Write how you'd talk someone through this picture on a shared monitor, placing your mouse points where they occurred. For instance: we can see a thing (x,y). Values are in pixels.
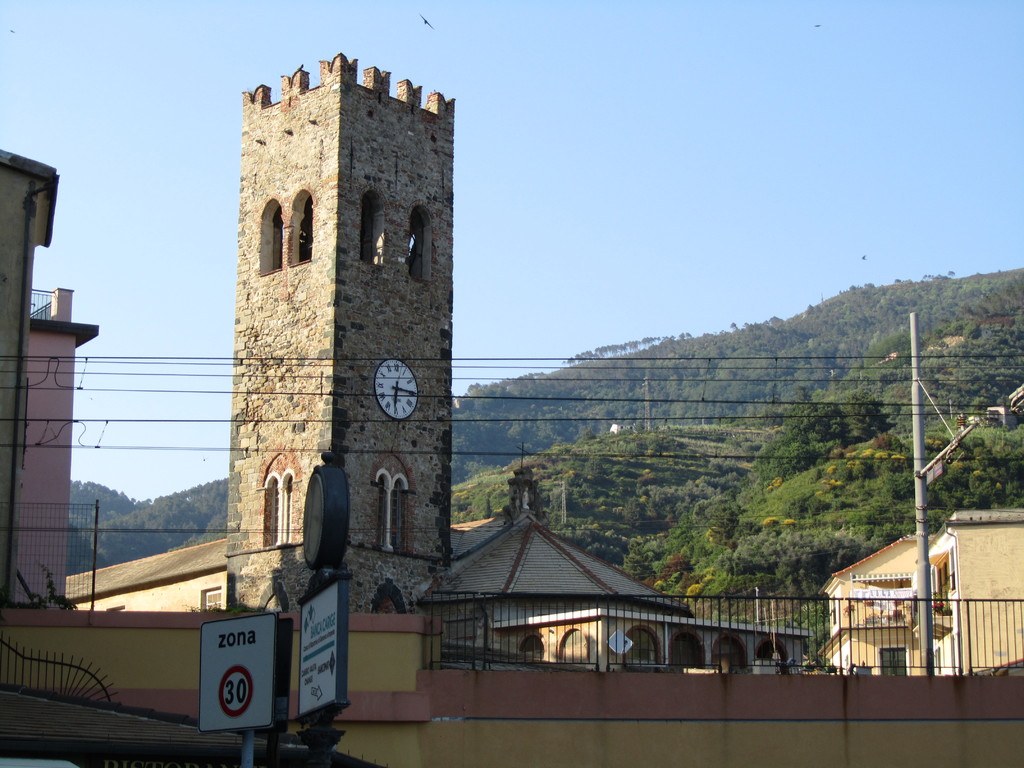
In the center of the image (388,272) we can see building (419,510) and clock tower (361,492). On the right side of the image (974,592) we can see building (934,588) and pole (918,349). On the left side of the image (321,697) we can see sign boards (204,695), wall (121,665) and building (70,316). In the background (548,457) we can see trees (695,479), hills (734,380) and sky (711,184).
